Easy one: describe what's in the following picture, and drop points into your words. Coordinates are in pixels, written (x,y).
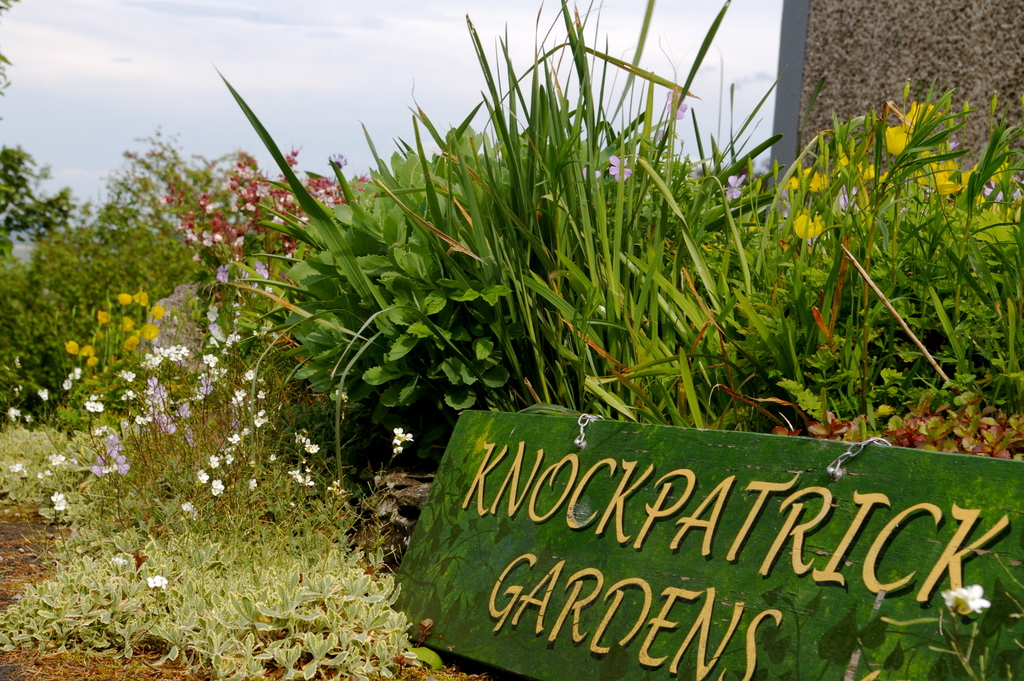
At the bottom of the image (209,609) we can see some plants (459,165) and flowers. At the top of the image (400,41) we can see some clouds (18,6) in the sky (18,6).
